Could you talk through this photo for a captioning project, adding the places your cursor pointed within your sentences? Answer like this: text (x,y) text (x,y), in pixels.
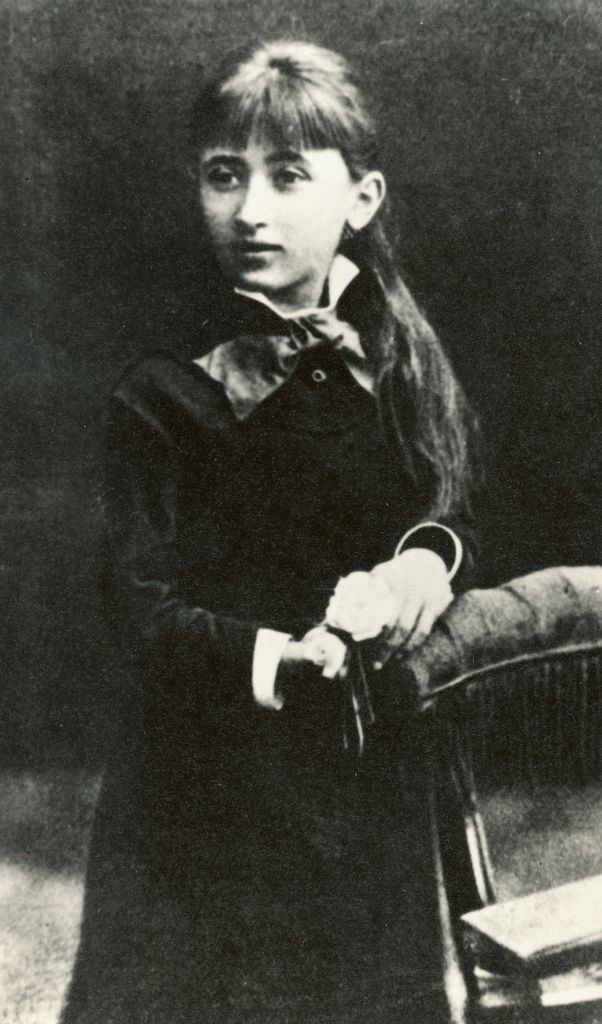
In this black and white picture we see a girl (239,105) holding a chair (564,601) and looking at someone.
